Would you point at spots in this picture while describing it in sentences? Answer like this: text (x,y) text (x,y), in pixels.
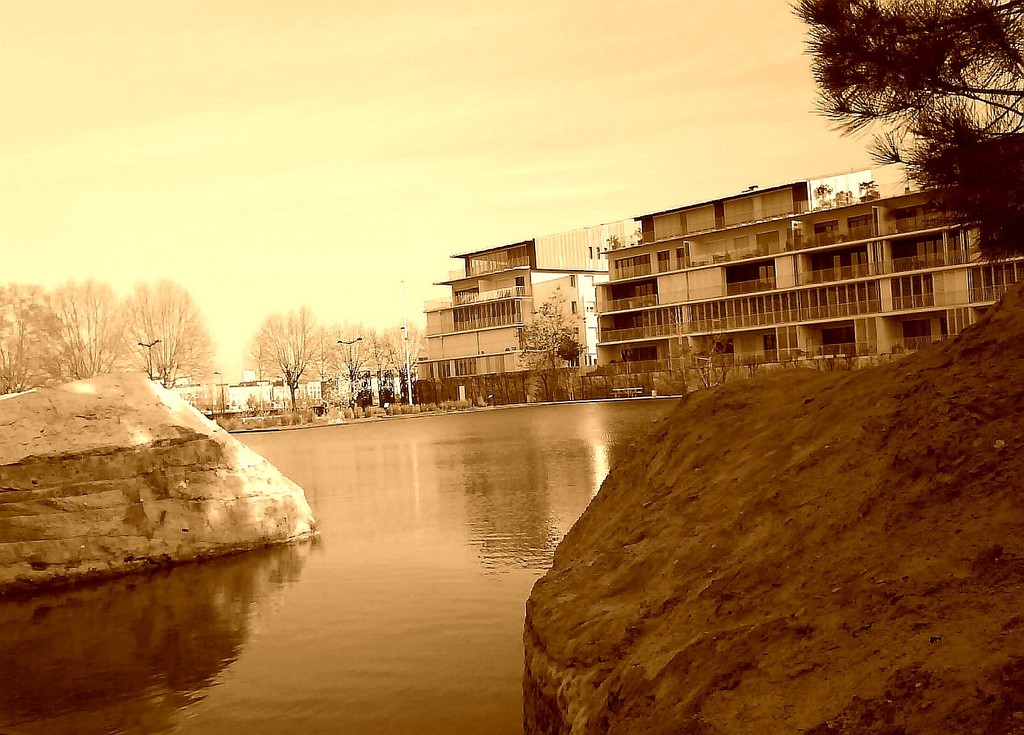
In this picture I can see that trees (159,366), buildings (669,245), fencing (566,389), street lights (411,371) and plants (510,389). At the bottom (385,564) I can see the lake (492,508). At the top (509,78) I can see the sky (645,31).
